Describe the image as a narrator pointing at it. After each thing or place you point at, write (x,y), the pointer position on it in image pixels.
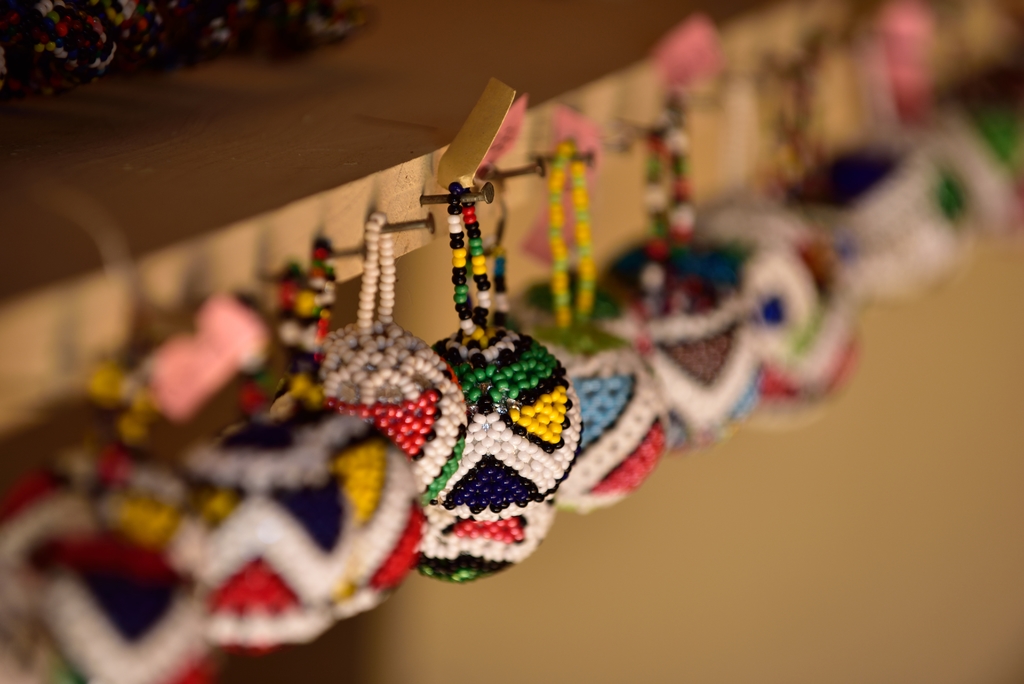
In this picture I can see few bead balls (451,386) hanging to the nails (633,131) on the wood (477,45).
